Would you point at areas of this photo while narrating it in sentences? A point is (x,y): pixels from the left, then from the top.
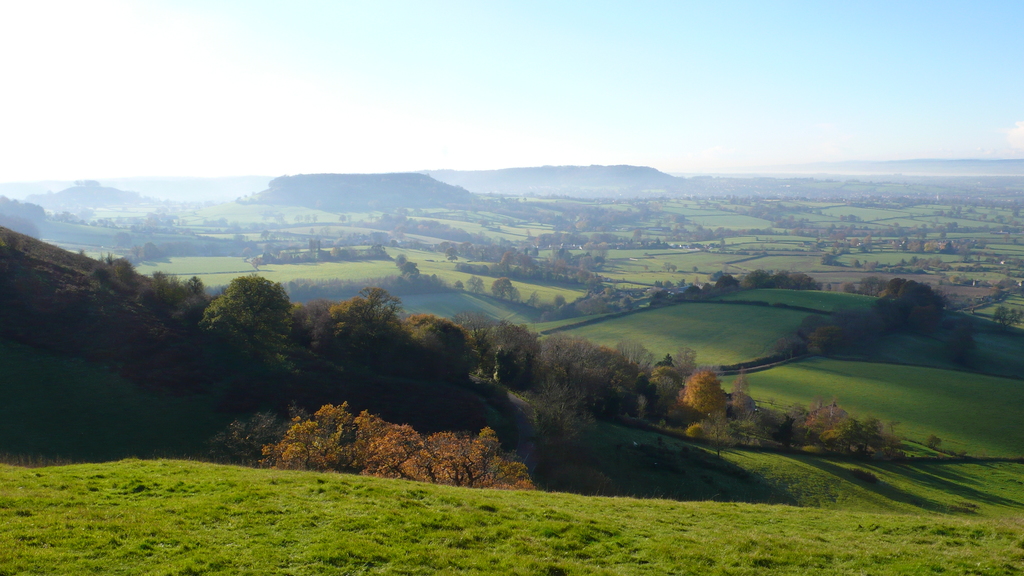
In this image I see the green grass (412,254) and I see number of trees (929,299). In the background (534,127) I see the clear sky (359,126).
